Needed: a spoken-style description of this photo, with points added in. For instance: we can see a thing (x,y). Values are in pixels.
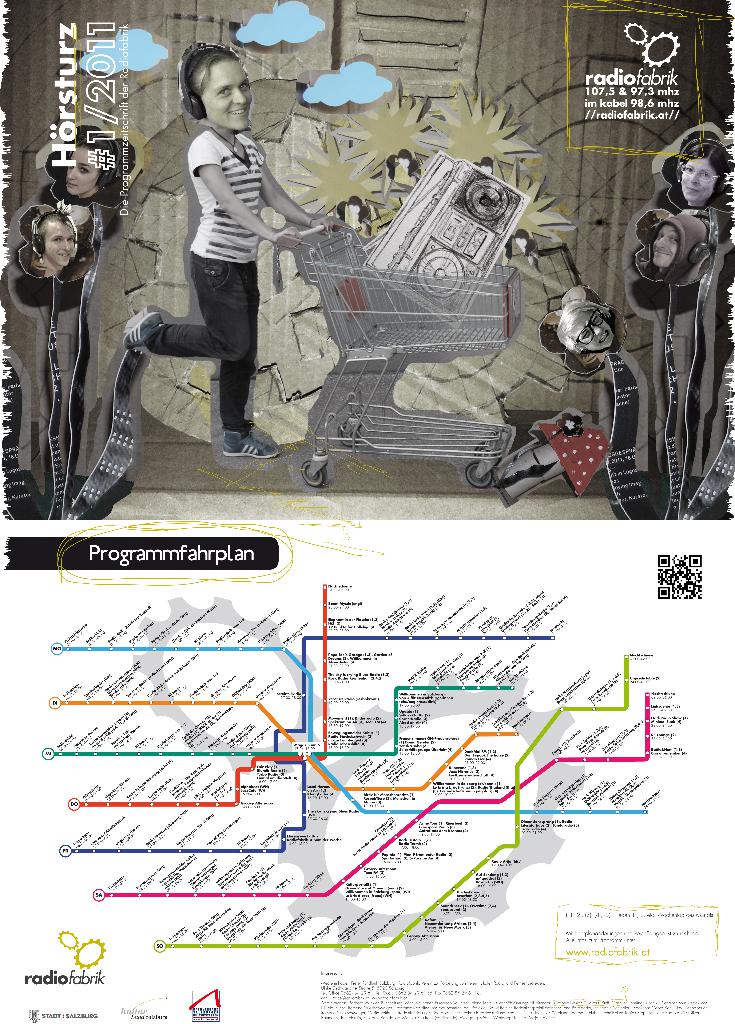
It is an edited image. In this image there are depictions of people (199,177), text (352,700), numbers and there are some other objects (143,59) on the image.
